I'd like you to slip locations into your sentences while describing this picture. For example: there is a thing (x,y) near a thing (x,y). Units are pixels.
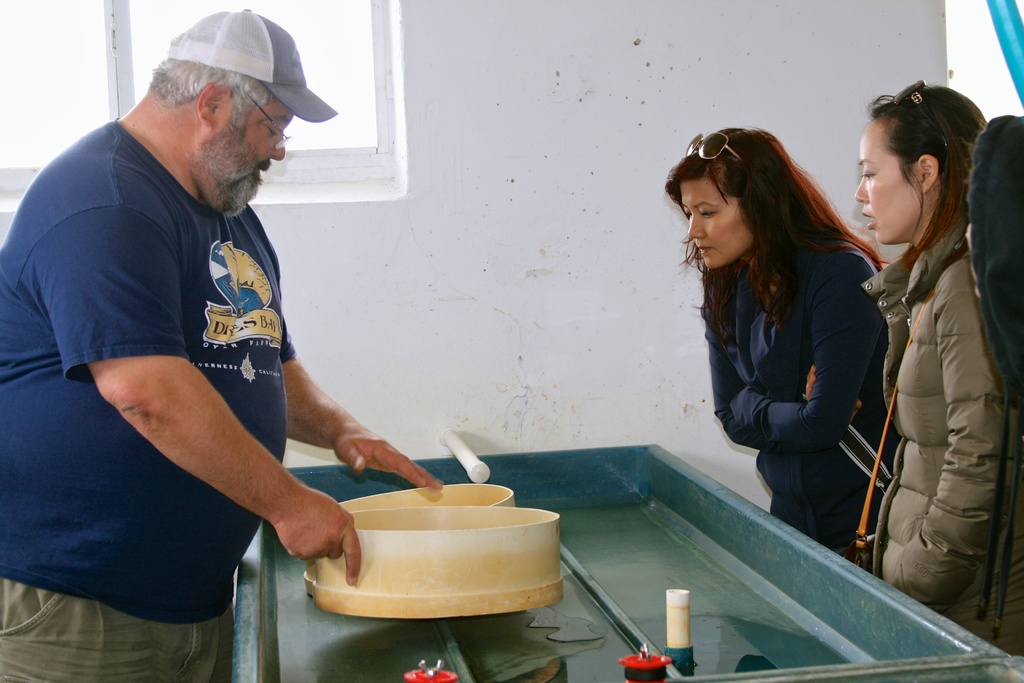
In this picture we can see a man (91,289) and two women (959,327) are standing, there is something present in the middle (497,454), in the background (574,163) there is a wall (497,102) and a window (348,38).
